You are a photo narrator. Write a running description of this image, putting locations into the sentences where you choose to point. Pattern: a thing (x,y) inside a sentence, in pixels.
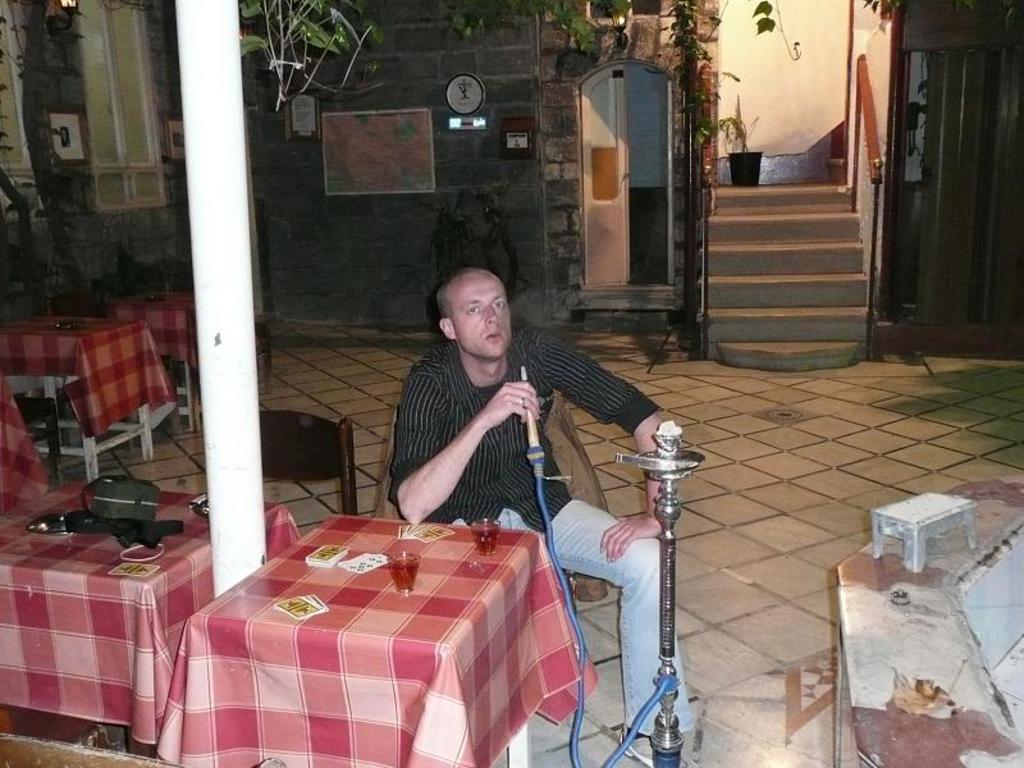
This image consists of a man (620,561) holding a hookah pipe (543,510). In the front (423,620), there are tables (346,596) covered with the clothes (333,601). On which there are wine glasses (409,582) and playing cards (426,526). On the right (910,549), we can see a small stool (924,556). In the background (336,285), we can see a wall clock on the wall (65,186). On the left (96,121), there are windows (105,156).
